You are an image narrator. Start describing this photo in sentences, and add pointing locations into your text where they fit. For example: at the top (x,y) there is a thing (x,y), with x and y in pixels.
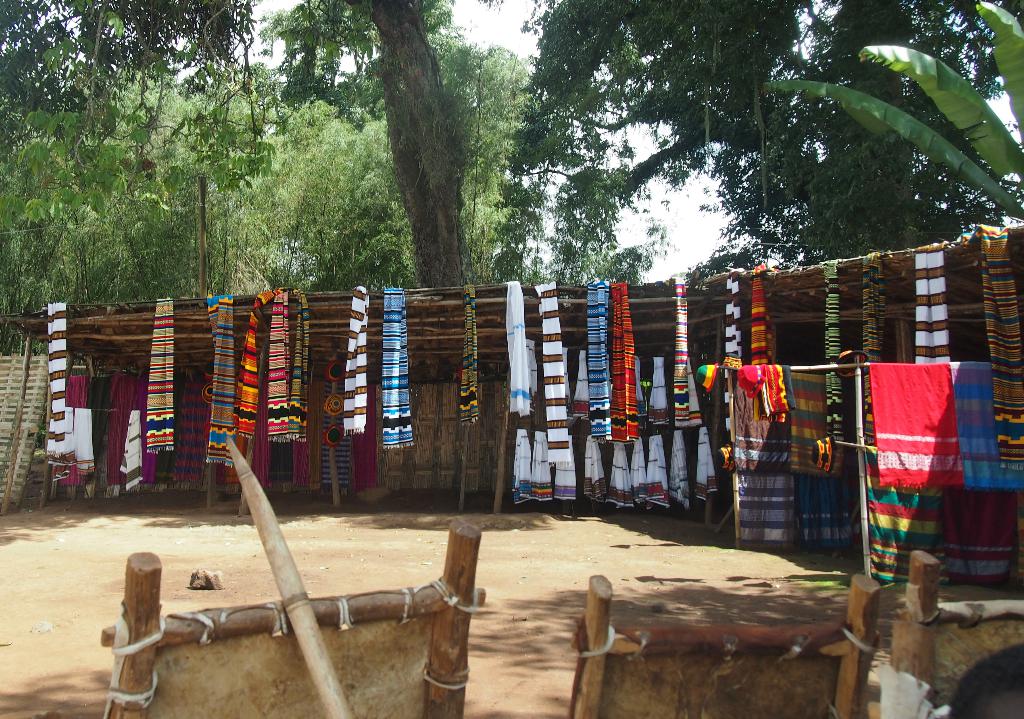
In this image at the bottom (362,604) there are wooden things (362,617). In the middle (540,475) few clothes (623,407) are hanged for sale. At the back side (714,102) there are trees (714,102).
